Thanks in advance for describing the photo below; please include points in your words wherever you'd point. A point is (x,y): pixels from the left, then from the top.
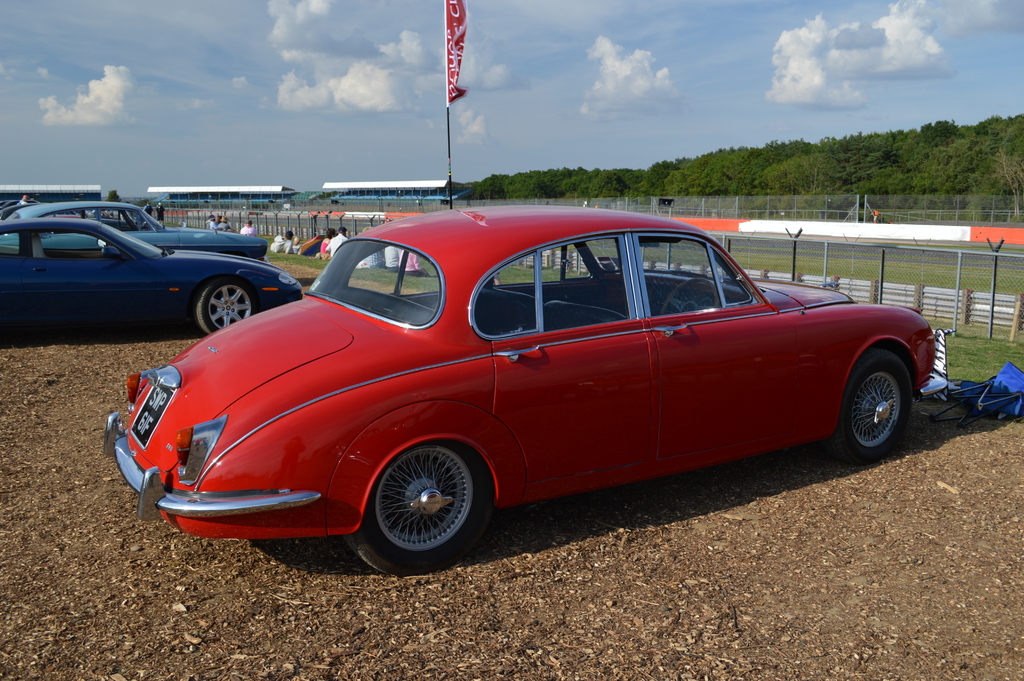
In this picture I can observe some cars (204,299) parked on the land (53,382). I can observe red and blue color cars (260,299). Behind the cars (703,238) there is a fence (896,294). I can observe a pole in the middle of the picture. There is a road (826,242) on the right side (898,255). In the background (775,174) there are trees (746,177) and a sky (579,73) with some clouds (643,87).
